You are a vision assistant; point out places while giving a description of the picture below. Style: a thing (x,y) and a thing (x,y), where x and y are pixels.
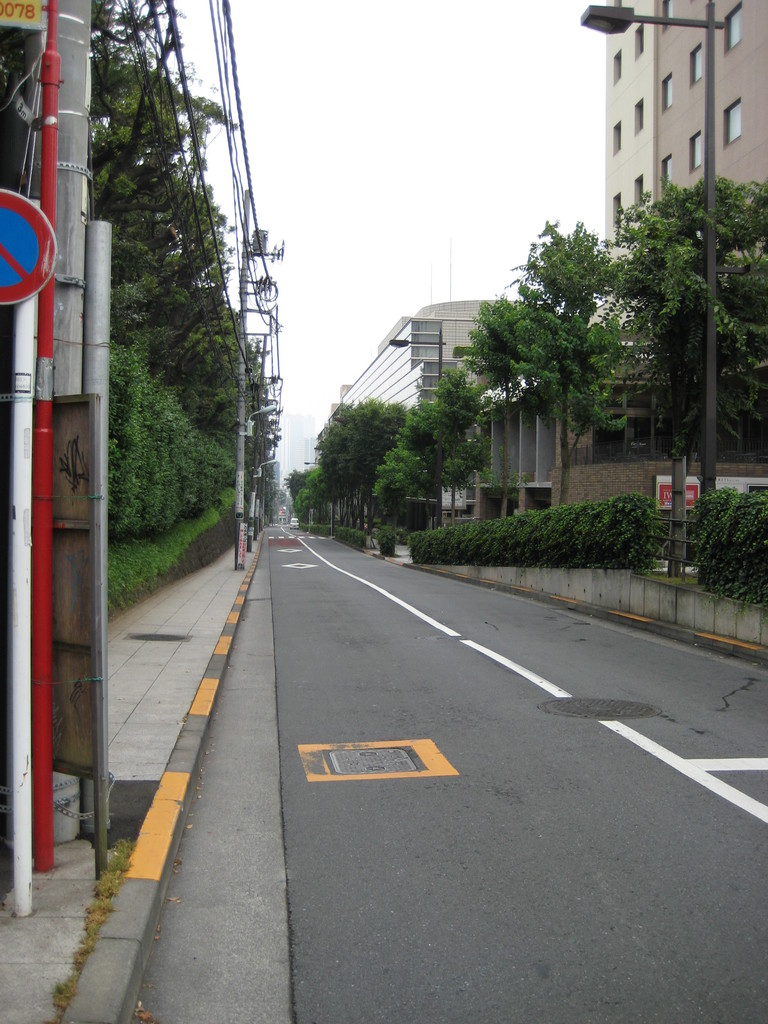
In the image in the center (377,498) we can see trees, road (766,726), poles (20,549), wires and sign boards (58,451). In the background (390,234) we can see buildings (757,44), sky (435,121), clouds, wall (681,44), windows (665,87) and trees (506,347).
